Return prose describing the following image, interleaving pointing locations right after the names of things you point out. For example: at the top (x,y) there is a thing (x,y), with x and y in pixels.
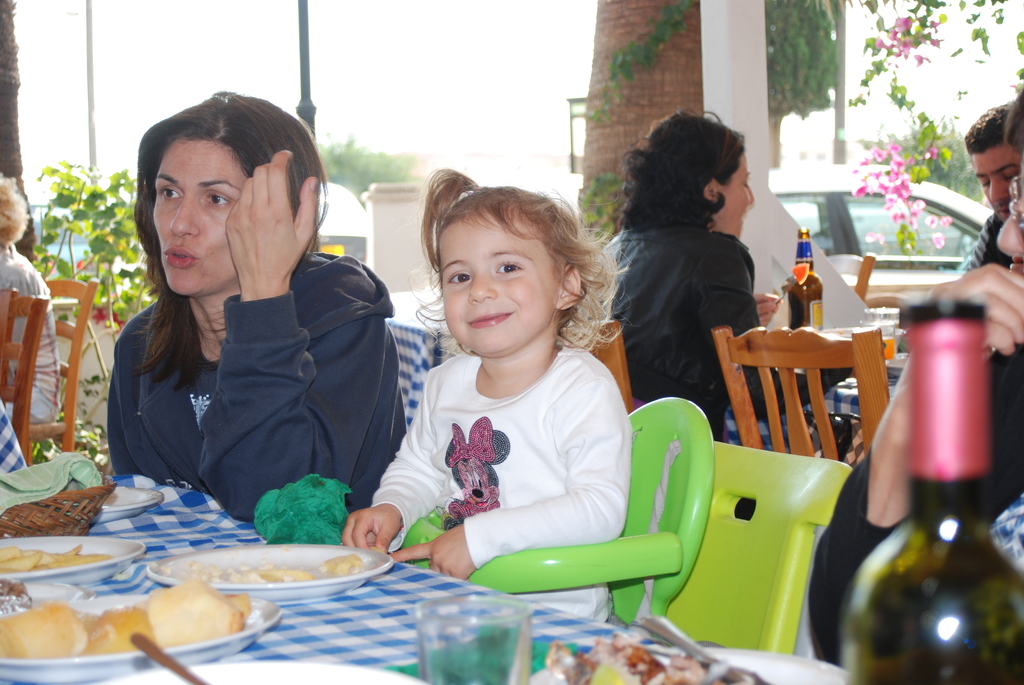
Here in the front (246,235) we can see a Woman (175,171) and a Child (480,479) sitting on chairs (613,542) and they have food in front of them on the plates (318,557) placed on the table (139,476) and behind them there are a couple of people (987,228) who are also having food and a bottle (808,286) is placed on the table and at the right side (847,211) we can see a car (835,194) and there is a tree (781,108) behind that
